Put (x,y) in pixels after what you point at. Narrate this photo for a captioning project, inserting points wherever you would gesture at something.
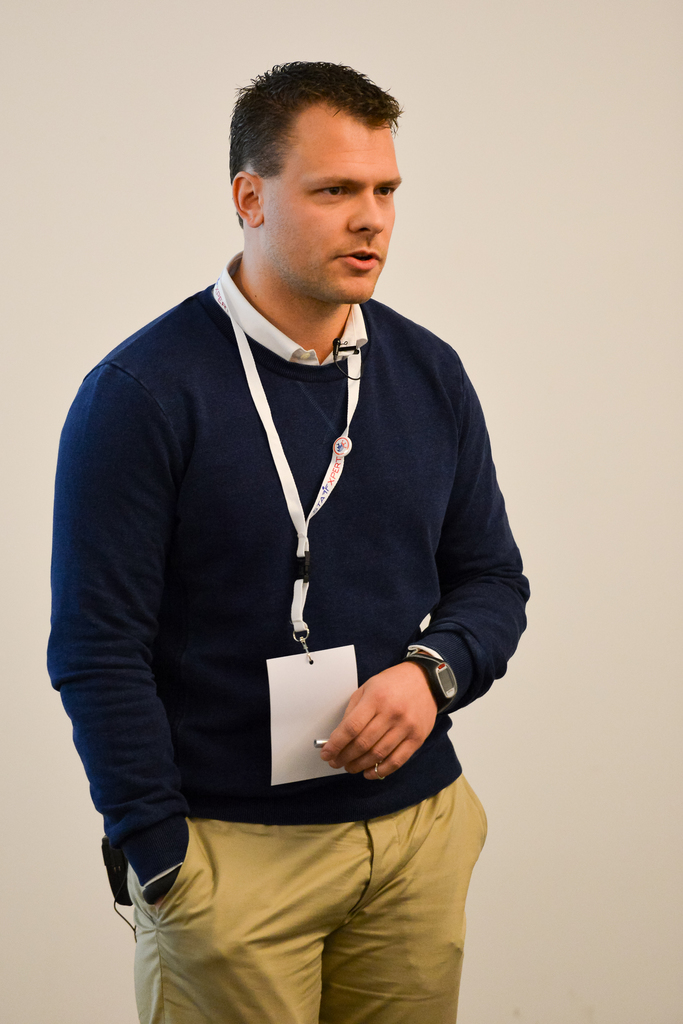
In this picture we can see a person (267,913), he is wearing a id card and we can see a wall (488,863) in the background (555,414).
